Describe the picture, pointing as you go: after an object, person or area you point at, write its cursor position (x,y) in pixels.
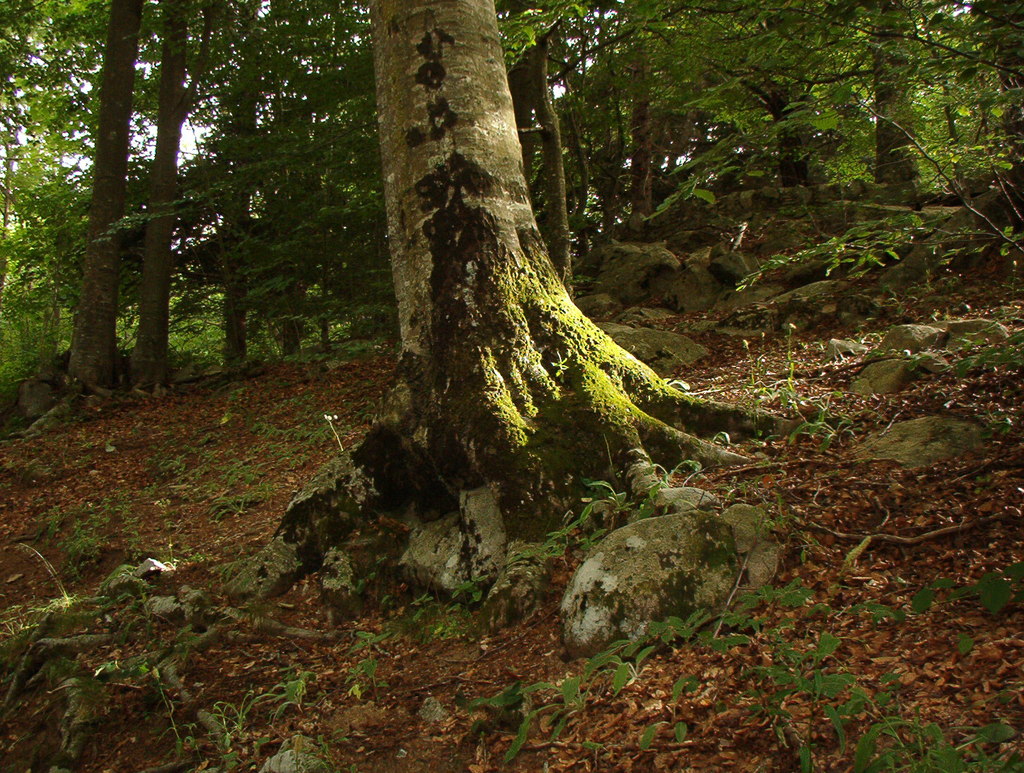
Here in this picture we can see trees (113,141) and plants (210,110) present all over there and we can see some part of ground (245,458) is covered with grass (245,458) and we can also see stones (676,533) present over there.
